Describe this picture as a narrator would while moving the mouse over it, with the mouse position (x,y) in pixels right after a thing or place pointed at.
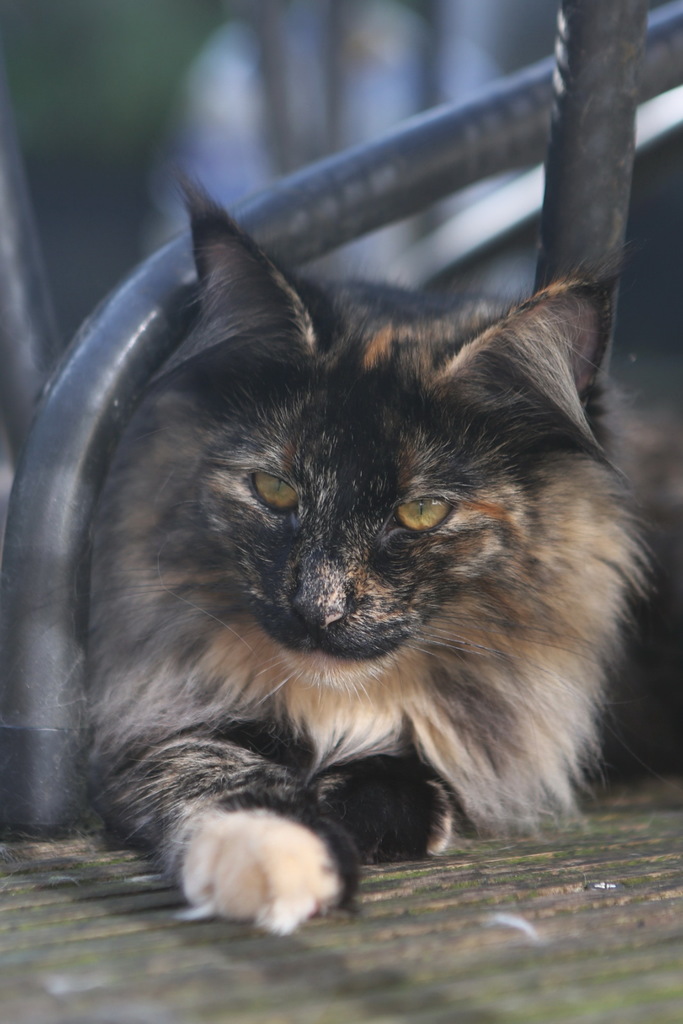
In this image, we can see a cat (531,705). We can see some poles (638,36) and the ground (665,902). We can also see the blurred background (246,52).
